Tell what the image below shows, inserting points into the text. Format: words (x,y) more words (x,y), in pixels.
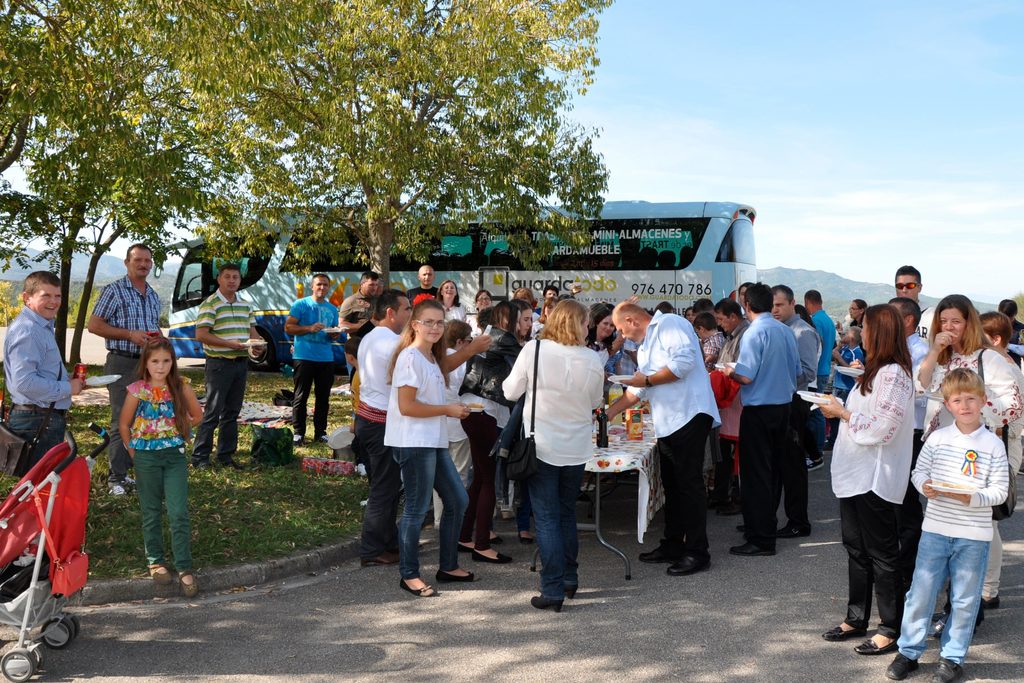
This is an outside view. Here I can see many people (902,479) are standing on the road (692,582) and eating by holding plates (808,395) in their hands (830,403). There is a table (616,437) in the middle of the people (676,419) which is covered with cloth (644,479). On this table (608,448) I can see some bottle (603,427). On the left side (60,528) there is a baby chair (27,538) and I can see the grass (264,490) in green color. In the background (563,261) there is a white color bus (407,267) and some trees (493,135). On the top of the image (783,87) I can see the sky (798,58).
